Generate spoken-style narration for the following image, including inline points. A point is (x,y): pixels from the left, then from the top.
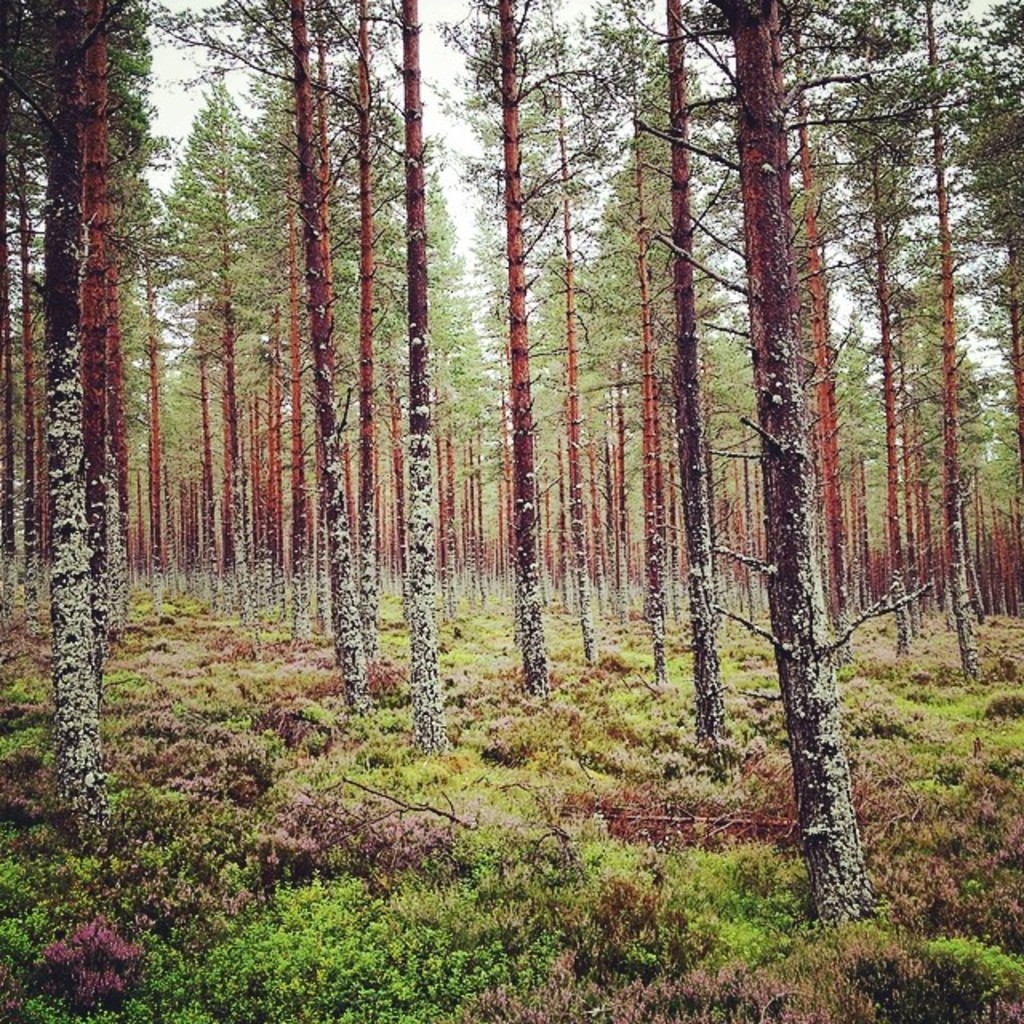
In this image we can see trees (999,125) and small plants (404,820) on the ground (504,940). In the background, we can see the sky (157,181).
